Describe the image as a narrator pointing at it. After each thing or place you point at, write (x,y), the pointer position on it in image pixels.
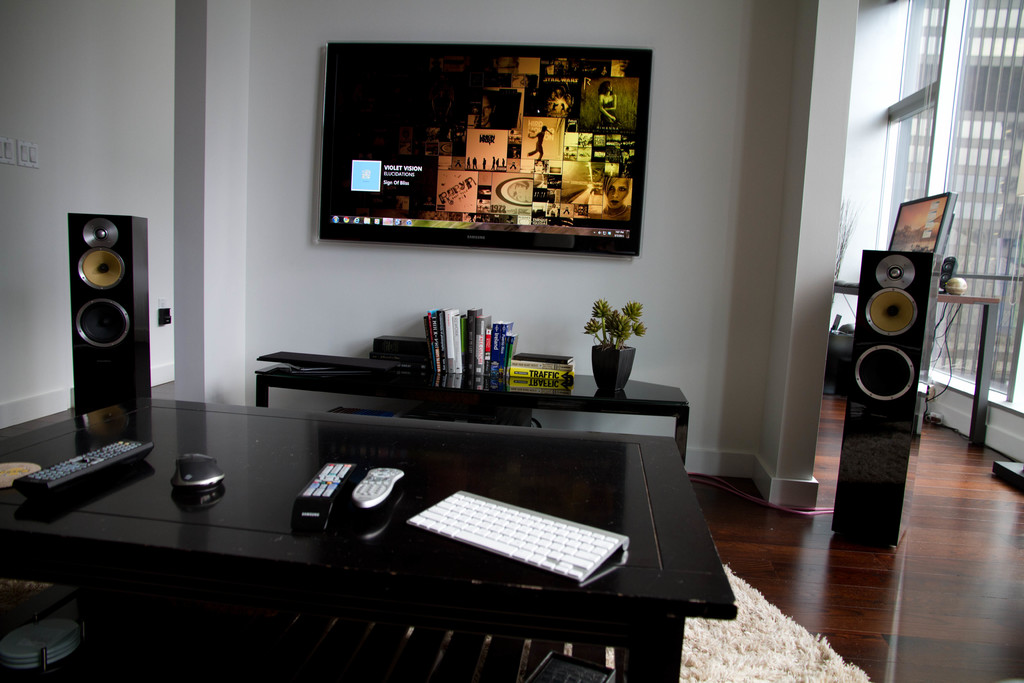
The picture is taken inside the room (798,390) in which there is a tv (619,145) attached to the wall (654,105) under which there is a table (339,382) on which there is flower pot (618,380) and books (513,349). There is a table (179,514) in the middle (408,436) which has keyboard (519,537), remote (104,468), mouse (206,481) on it. There is a mat (754,656) on the floor (878,646).
